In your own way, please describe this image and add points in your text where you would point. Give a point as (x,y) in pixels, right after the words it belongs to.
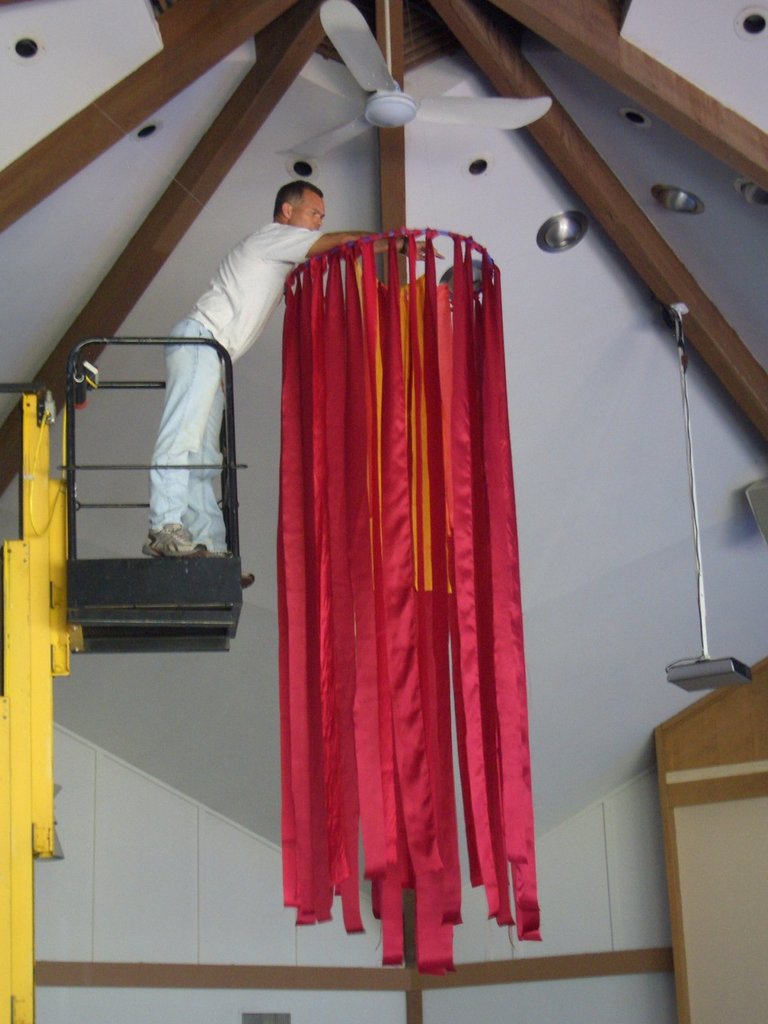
This picture seems to be clicked inside the hall (182,270). On the left (184,391) we can see a person (290,219) standing on a metal object (123,577) and we can see the red color ribbons (444,500) hanging on an object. At the top (732,120) we can see the wooden planks (757,160) and the ceiling fan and we can see the ceiling lights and many other objects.
